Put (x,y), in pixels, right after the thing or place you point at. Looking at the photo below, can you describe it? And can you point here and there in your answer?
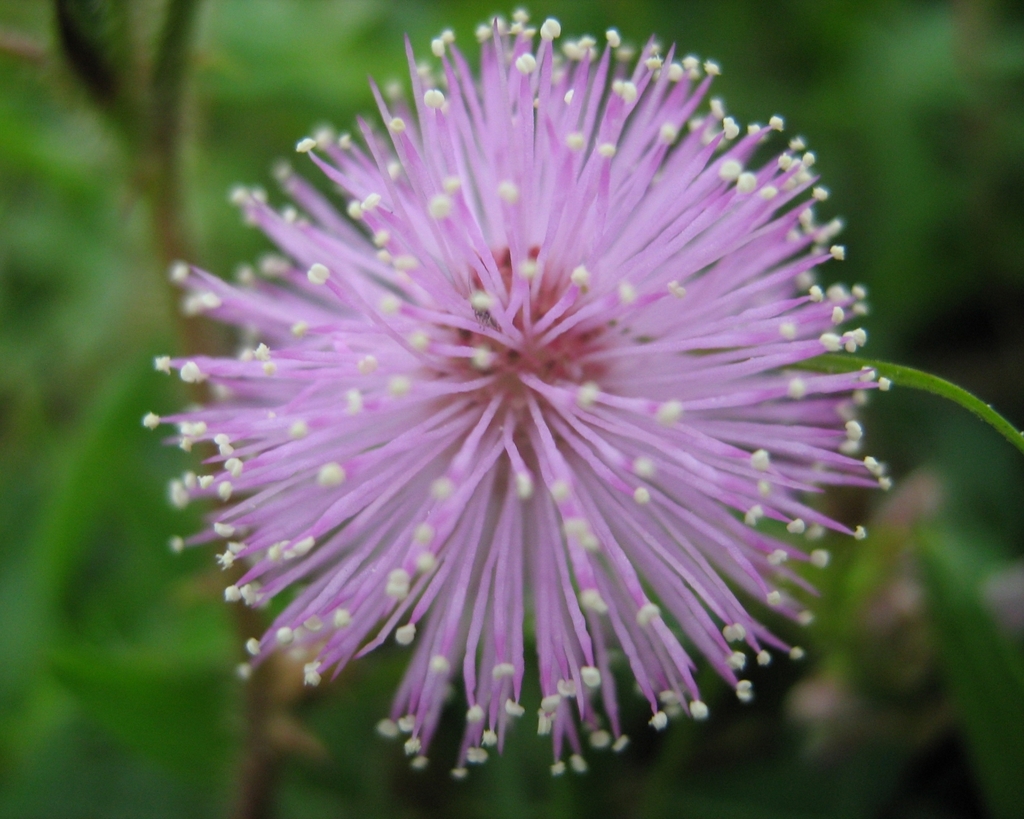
This image is taken outdoors. In the background (200,711) there are a few plants (88,363). In the middle of the image (512,439) there is a beautiful flower (390,550) which is lilac in color.
